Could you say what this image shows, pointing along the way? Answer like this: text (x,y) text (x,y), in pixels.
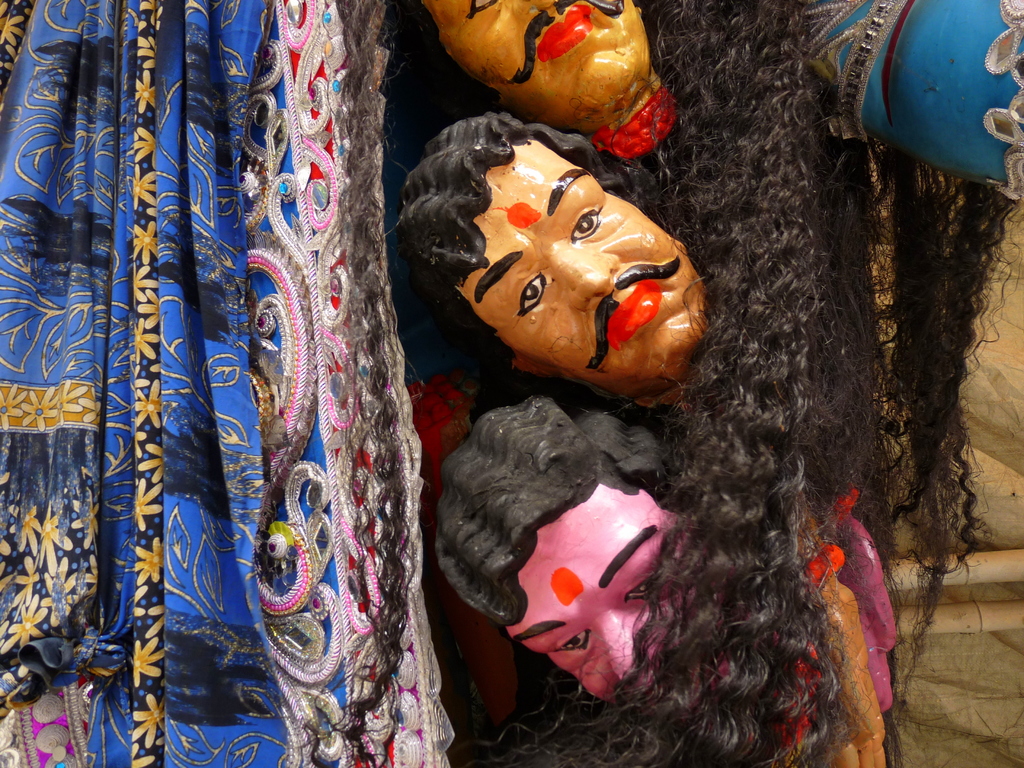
This picture shows statues (609,345) and we see a cloth (295,171) and we see hair (719,266).
